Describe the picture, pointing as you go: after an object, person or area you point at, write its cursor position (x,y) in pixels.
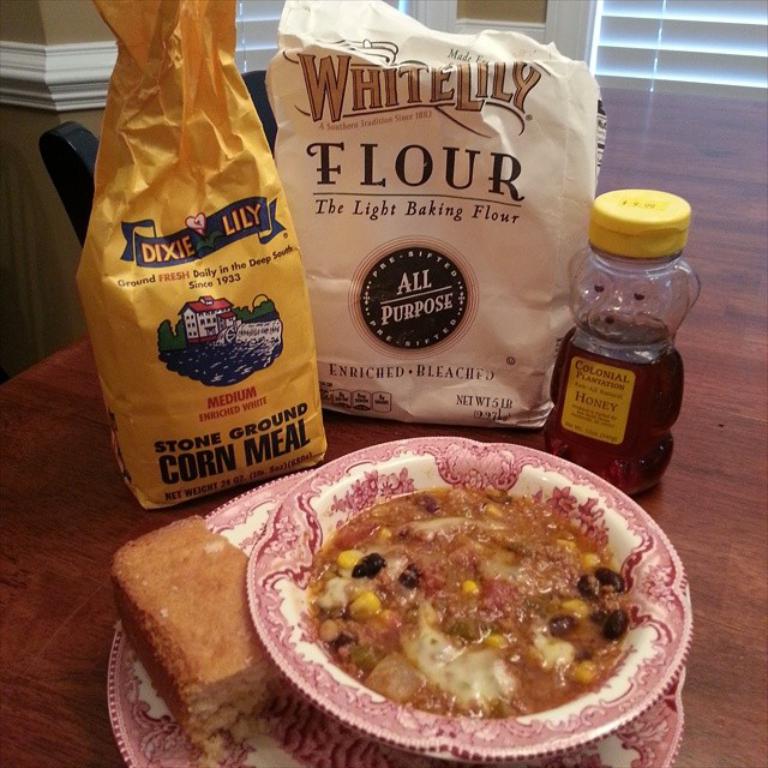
In this picture I can see food items (315,567) on the plate (229,510) and in the bowl (371,505), there are food packets (530,361) and a honey bottle (589,415) on the table (727,189), there is a chair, and in the background (759,47) there are window blinds (762,21).
